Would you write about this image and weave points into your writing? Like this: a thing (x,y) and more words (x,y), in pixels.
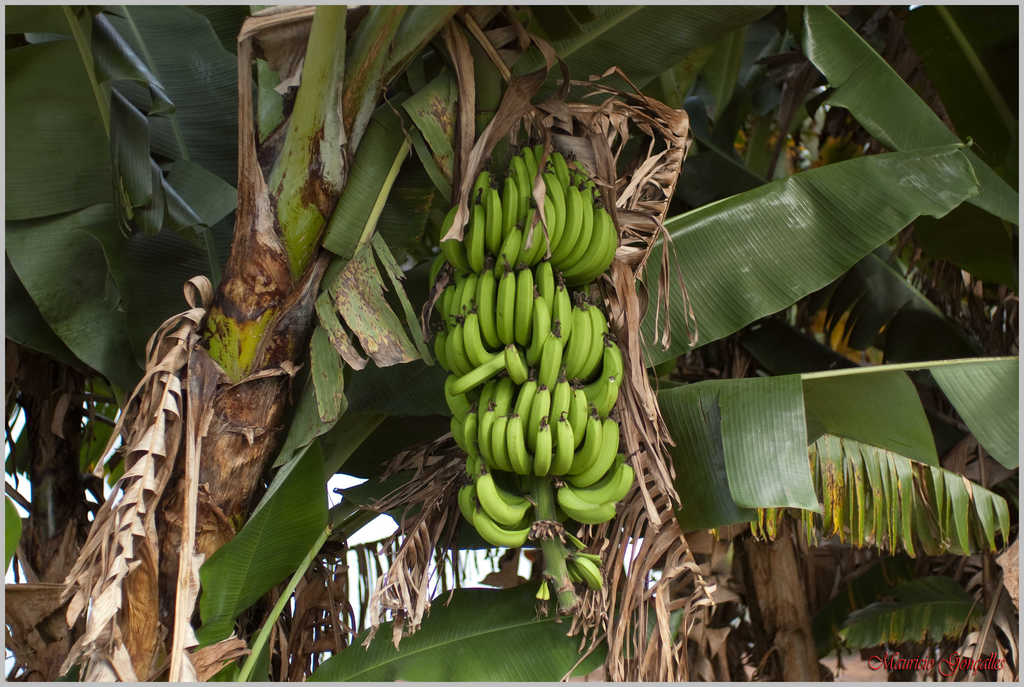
In the image there is a banana plant (309,308) with bananas (551,351) to it and behind there are many plants (845,538).
